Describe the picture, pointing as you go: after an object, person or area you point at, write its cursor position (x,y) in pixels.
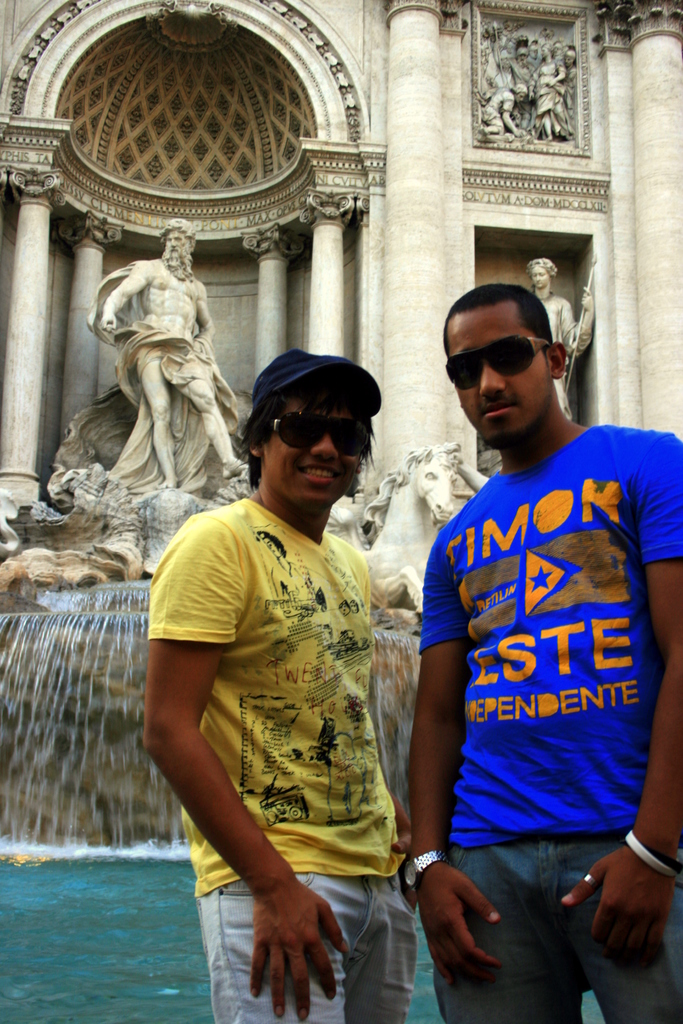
In this picture I can see at the bottom (273,974) two men (353,796) are standing, on the left side (122,914) there is water (140,906). In the background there are statues (79,500).
